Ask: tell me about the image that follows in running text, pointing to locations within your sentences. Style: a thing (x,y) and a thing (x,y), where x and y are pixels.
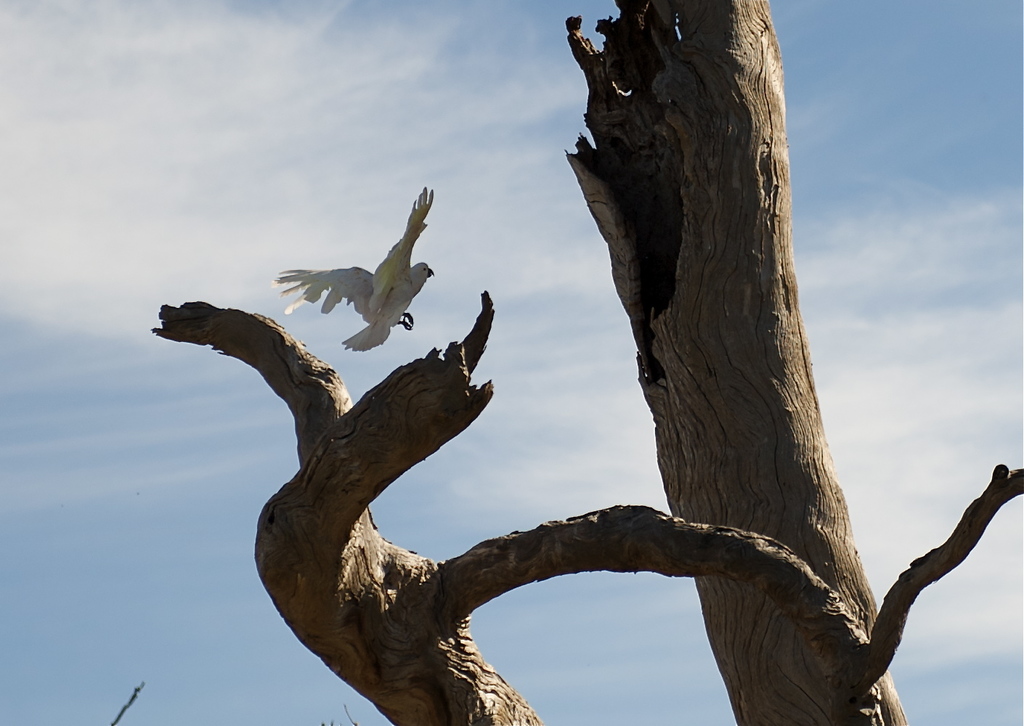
In this picture we can see tree trunks (756,660) and a bird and in the background (628,496) we can see the sky (637,493).
